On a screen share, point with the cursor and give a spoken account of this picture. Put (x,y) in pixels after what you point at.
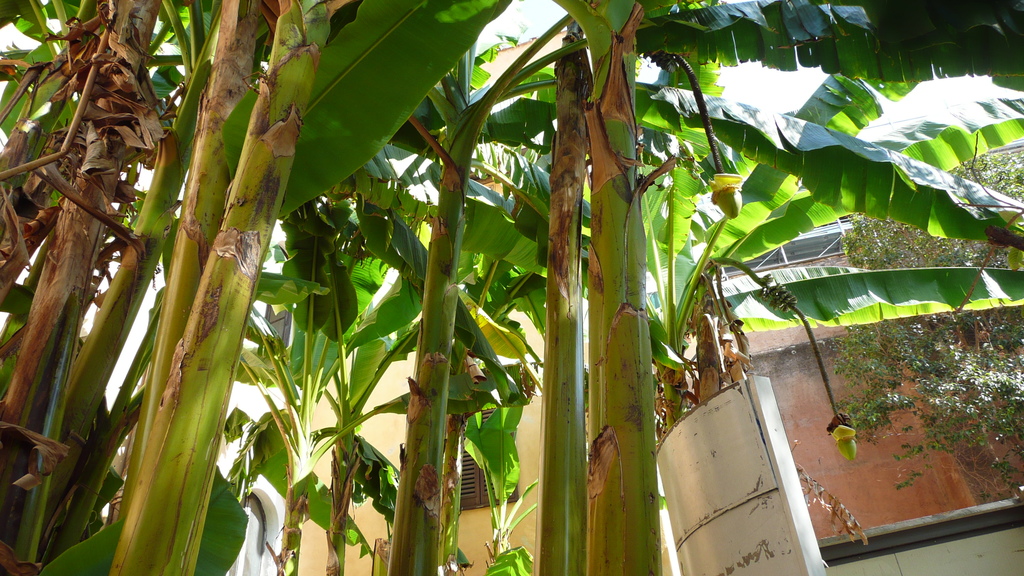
In this image there are plants (461,330) and there is a house (890,442).
